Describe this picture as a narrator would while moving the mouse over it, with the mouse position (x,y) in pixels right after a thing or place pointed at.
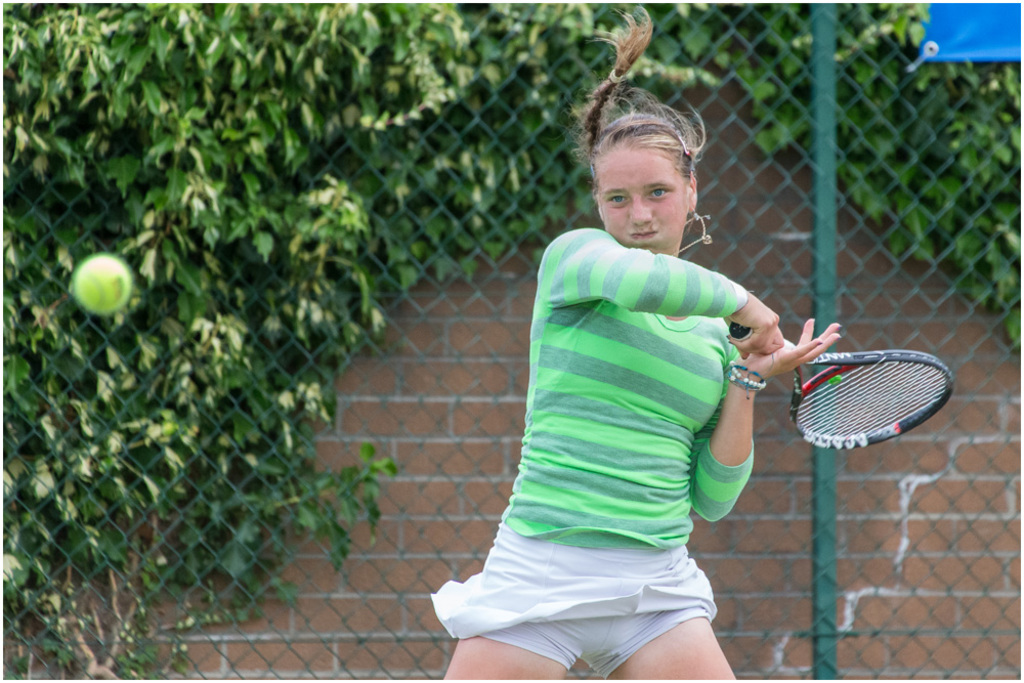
In this image there is a lady person (606,366) wearing green color dress (636,385) holding a racket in her hands (774,366) and at the left side of the image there is a ball (103,266) and at the background of the image (170,186) there is a fencing (851,133) and trees (295,186).
